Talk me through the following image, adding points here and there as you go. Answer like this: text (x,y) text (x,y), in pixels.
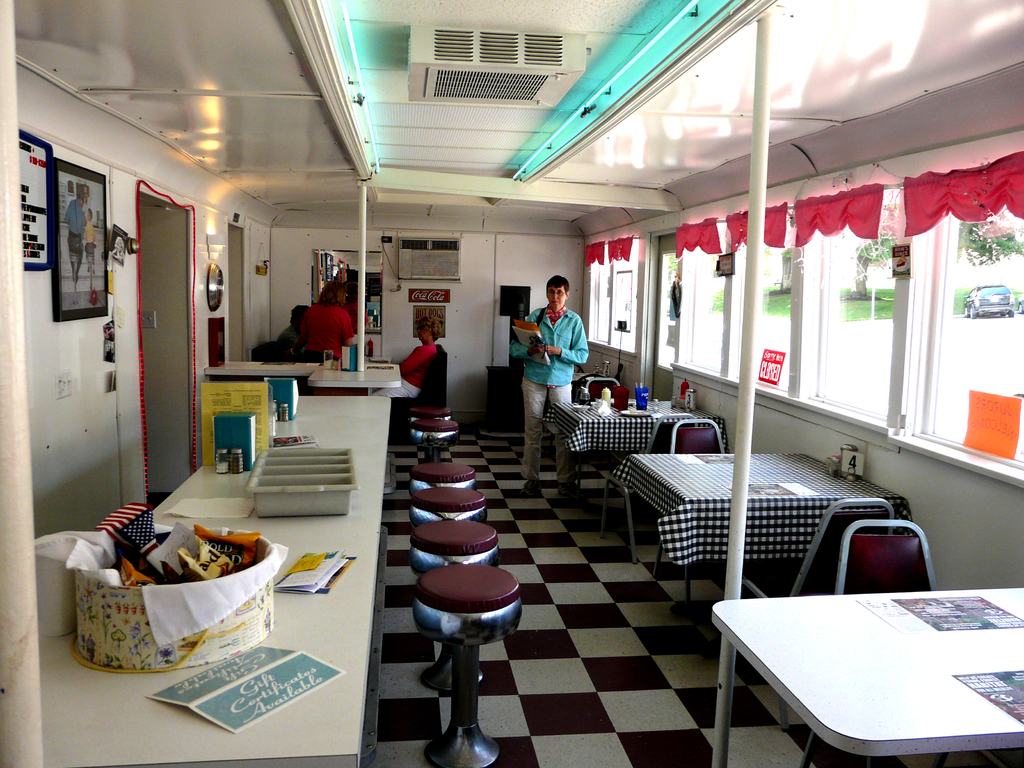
In this picture we can observe brown colored stools (461,520), chairs (850,562) and tables (674,462). On the right side (800,333) we can observe windows (784,292). There is a car (980,305) on the road (984,328). We can observe a tree (859,265) in the background (875,260). In the background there are some people (532,401) in this room (391,298). On the left side (141,377) we can observe a door (152,358). There are some photo frames (54,204) fixed to the wall (58,418).
